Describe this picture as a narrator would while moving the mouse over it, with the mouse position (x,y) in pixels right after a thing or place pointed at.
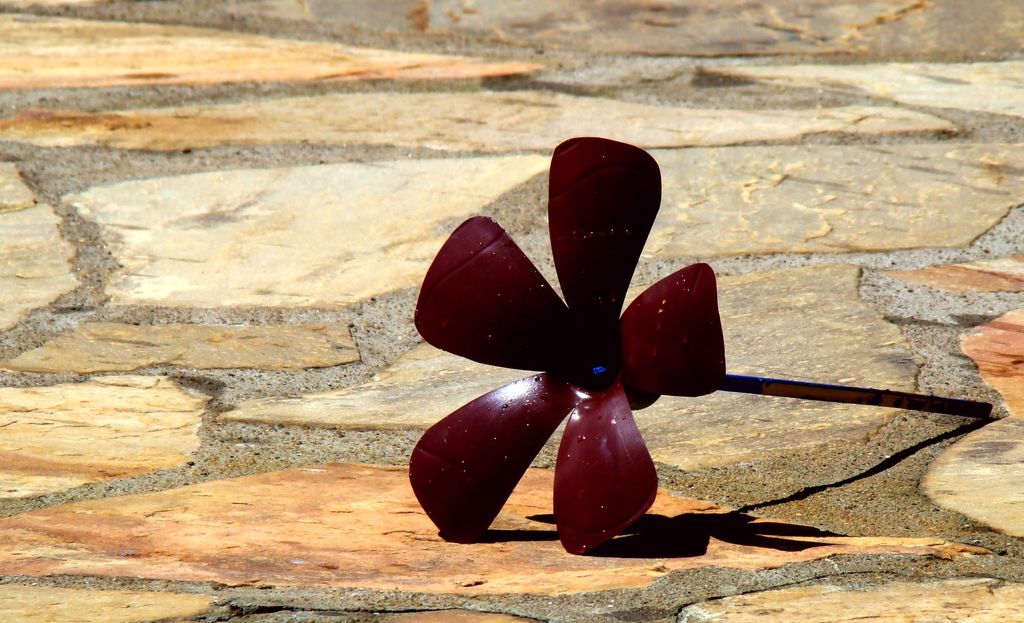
In this picture we can observe a maroon color flower shaped object (587,357) placed on the land (381,515). There is a stick (811,397) connected to this object (610,378). In the background (556,67) there is an open land (329,145).
